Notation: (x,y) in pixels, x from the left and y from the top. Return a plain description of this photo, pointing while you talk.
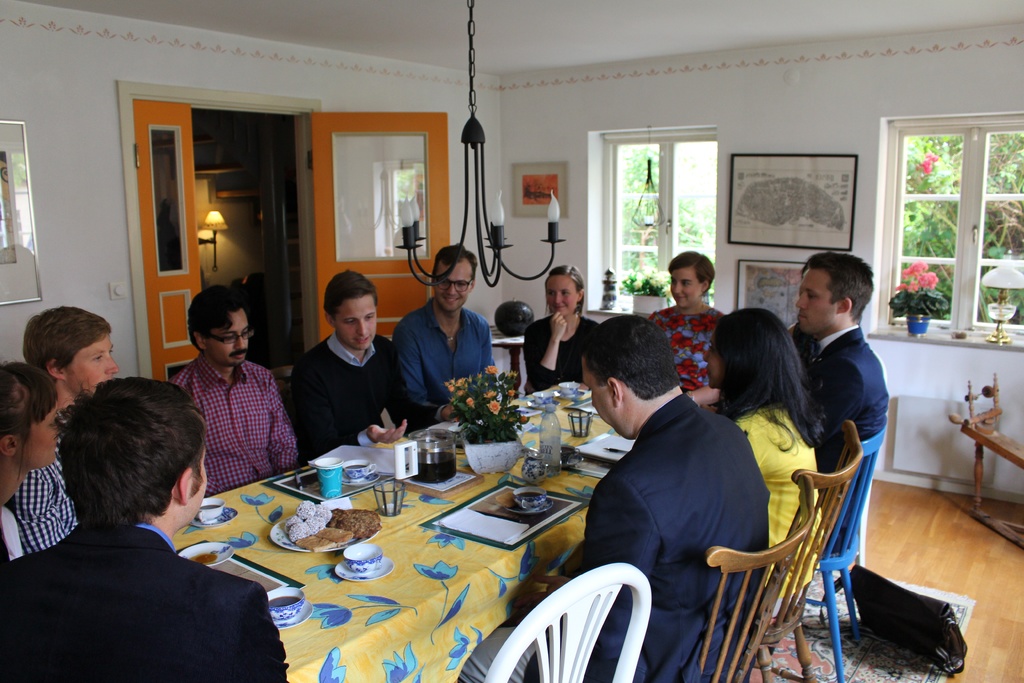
In this picture we can see group of persons (37,415) sitting on the chair (633,604) near to the table (471,609). On the table (413,603) we can see tea cups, saucers (343,576), plate (327,529), cookies (332,529), bread (311,540), food (293,527), water bottle (552,434), glass (573,433), bowl (534,463), liquid (446,474), plant (516,423), flower (498,405), mat (501,544), tissue paper (501,530), plastic glass (326,480) and other objects (592,454). On the right (904,240) we can see a window (904,210). On the left (309,248) there is a door (164,248). Through the door (184,235) we can see lamp (218,214) which is near to the wall (220,249). On the right (709,151) we can see plants (937,228) and trees (922,204) through the window (921,218). Here we can see candles (550,212) which is on this black color chain (467,176). On the top left (25,170) there is a photo frame (22,212). On the bottom right corner (944,640) there is a bag (936,650).
